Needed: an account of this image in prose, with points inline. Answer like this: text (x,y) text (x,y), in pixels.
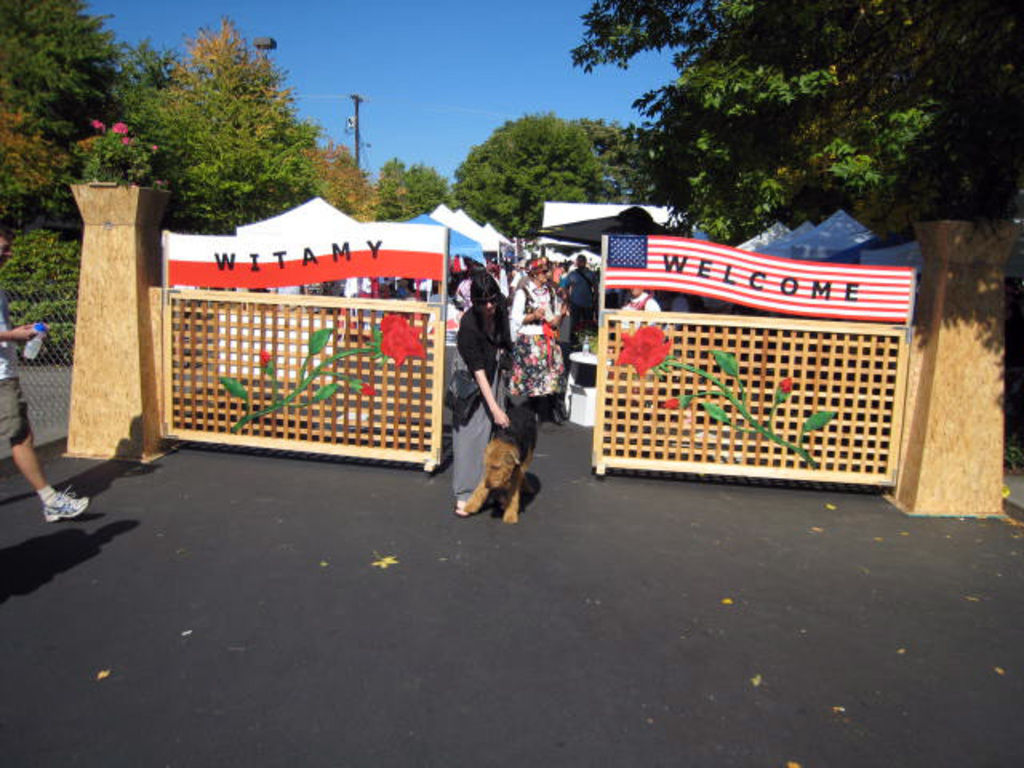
This image consists of a gate (412,411) on which there are welcome boards (804,312). In the middle (495,443), there is a woman (483,331) holding a dog (510,419). At the bottom (312,638), there is road (329,653). In the background (618,134) there are trees (532,140) along with sky (387,143).
